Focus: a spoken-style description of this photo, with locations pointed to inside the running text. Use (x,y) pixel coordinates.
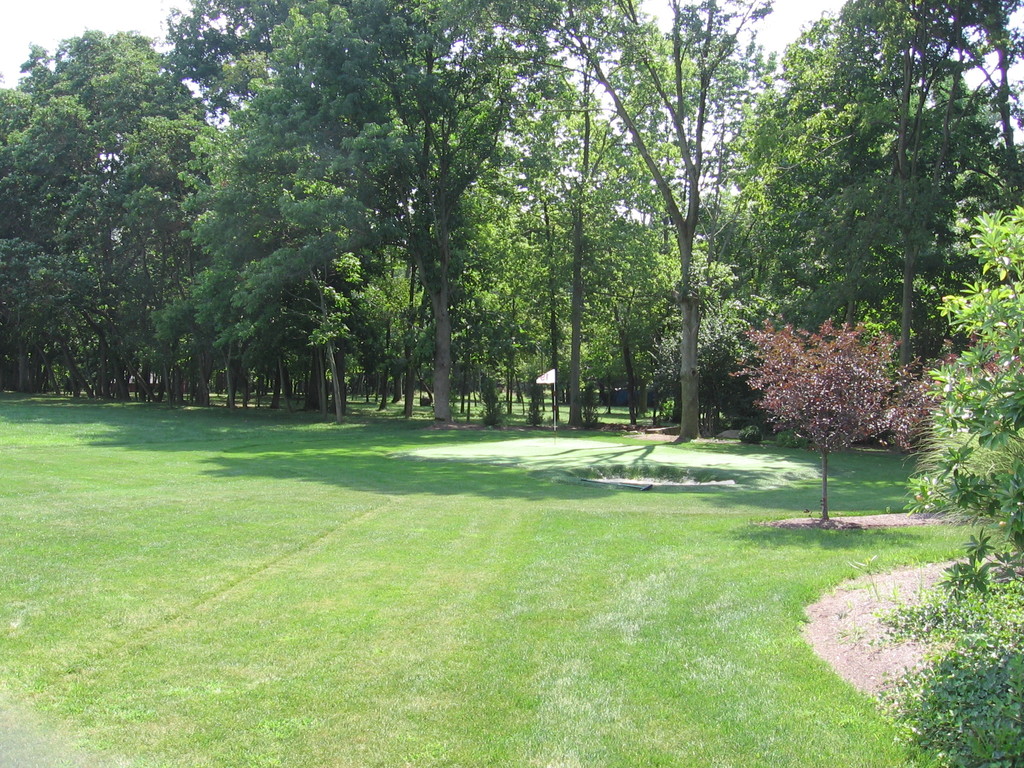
In this image in the center (359,490) there is grass (519,554) on the ground (475,561). In the background (413,295) there are trees (885,237). In the front (1001,634) on the right side (1018,466) there are leaves (1005,433).
